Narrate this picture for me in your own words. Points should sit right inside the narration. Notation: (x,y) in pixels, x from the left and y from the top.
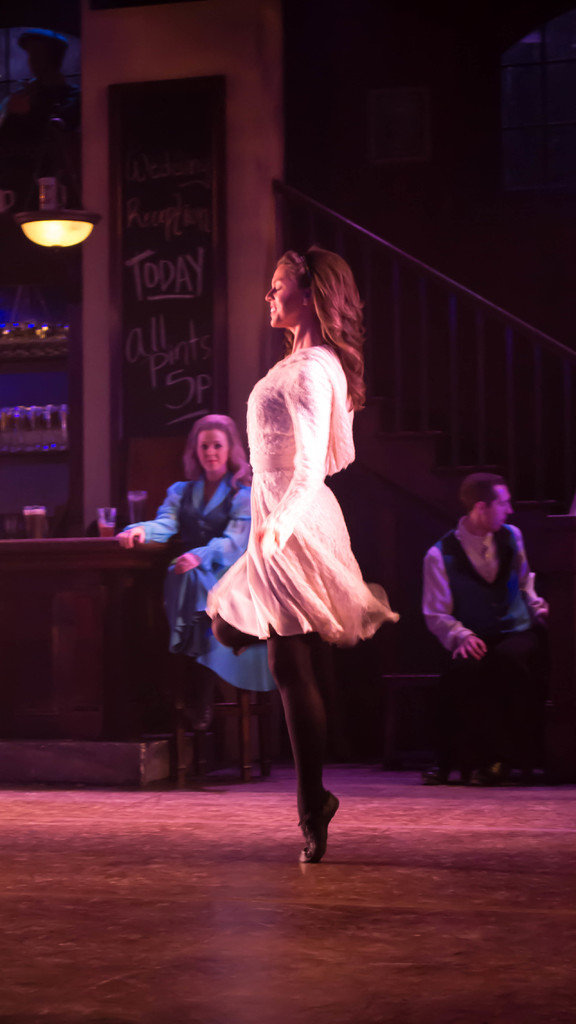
In this image we can see three persons (350,609), among them two persons (249,669) are sitting and one person (334,583) is standing, there is a table (136,554), on the table (79,708), we can see some glasses (41,529) with liquids (33,524), also we can see the grille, some shelves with objects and a board (194,102) with some text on it.
